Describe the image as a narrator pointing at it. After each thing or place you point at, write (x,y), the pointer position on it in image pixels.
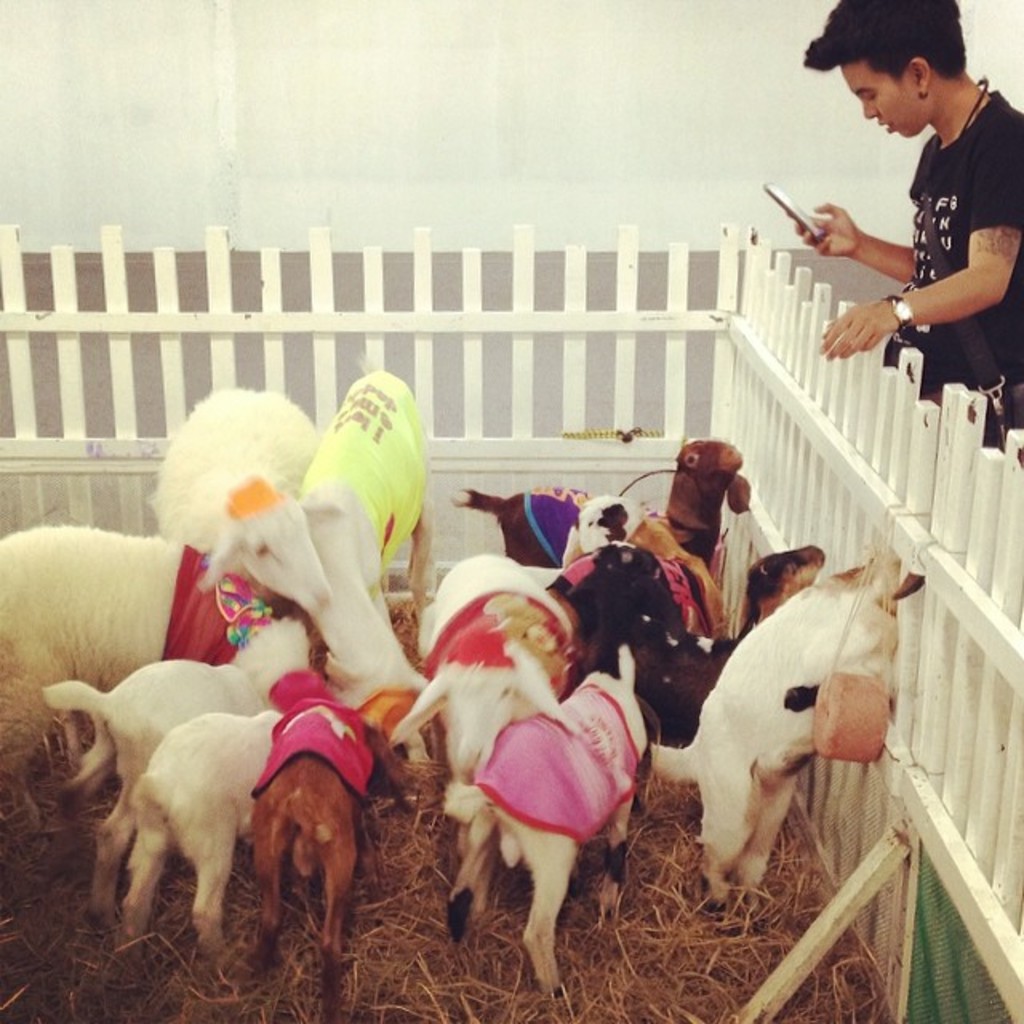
In this image there is a trip of goats (784,584). Few are wearing clothes (372,693). On the ground (515,972) there are grasses (655,945). This is a fence (575,313). In the top right (915,195) a person (903,90) is standing wearing black t-shirt (926,257), holding a phone (768,185). In the background (387,50) there is wall (324,63).
